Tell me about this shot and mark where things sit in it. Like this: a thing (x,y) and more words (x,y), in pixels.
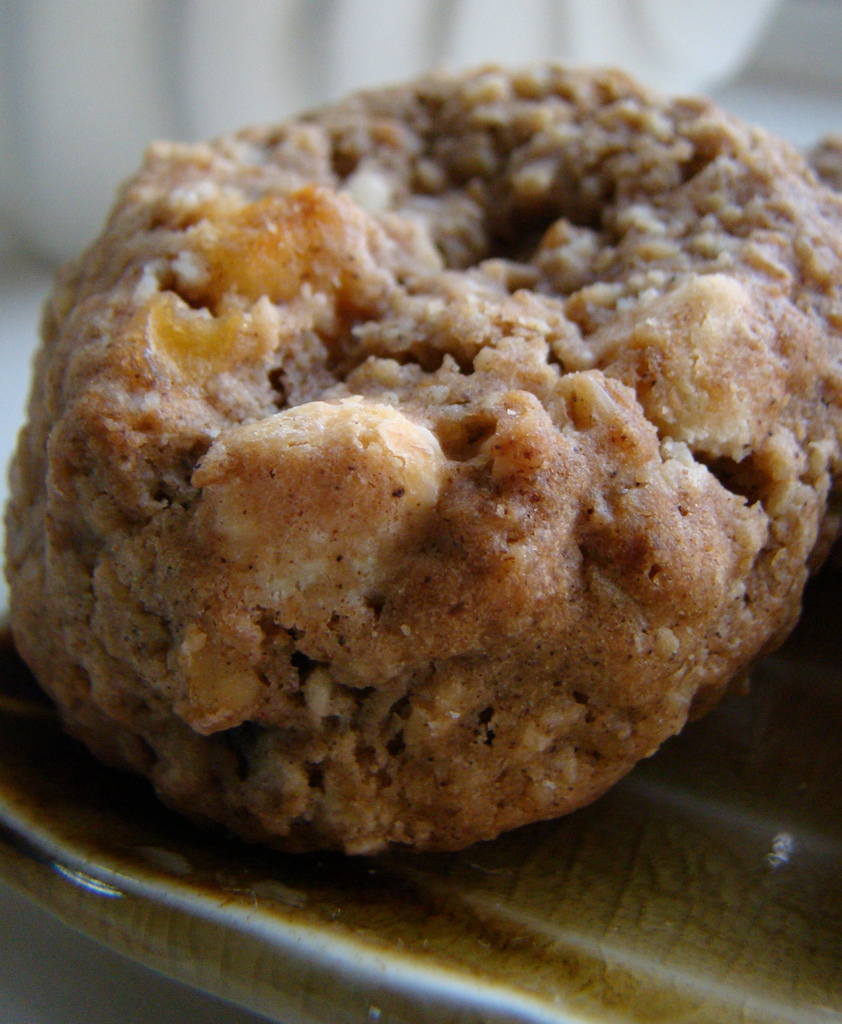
In this image we can food item (358,562) on the plate (415,857), and the background (15,152) is blurred.
